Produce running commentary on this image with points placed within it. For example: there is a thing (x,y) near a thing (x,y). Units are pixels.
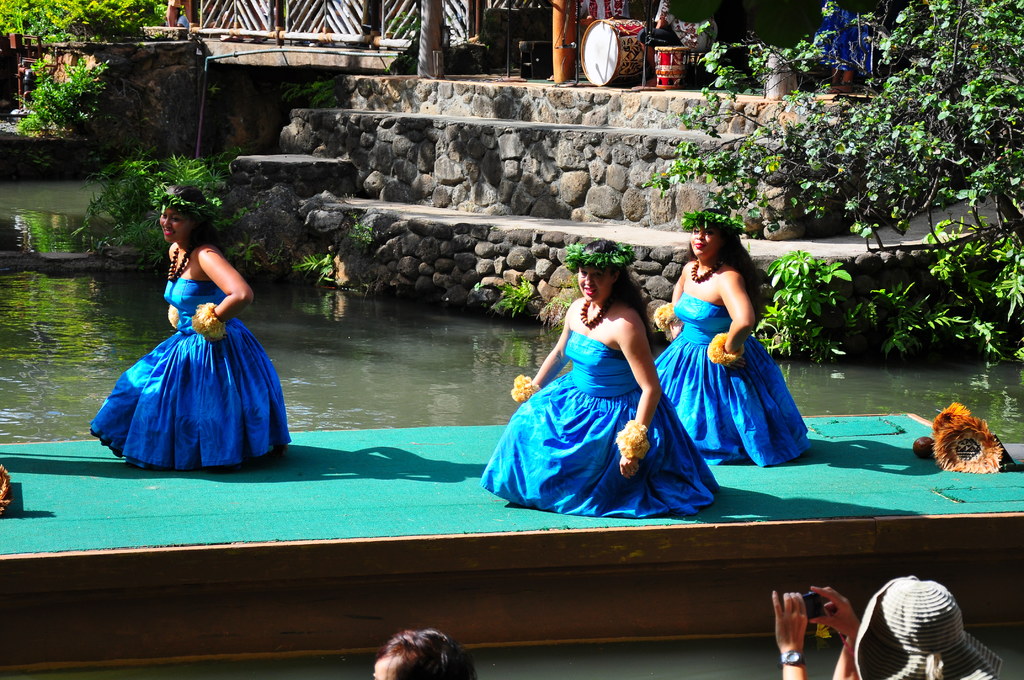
In the center of the image (617,417) some persons (648,363) are dancing on a boat (487,553). In the background of the image (299,300) water (73,328) is there. At the top of the image (516,152) we can see stairs (553,156), pillars (564,77), speaker (546,52), drums (666,72), tree (889,87), plants (938,87), fencing (327,30) are there. At the bottom right corner (818,621) a person (850,661) is holding camera (815,605) and wearing hat (887,606).
